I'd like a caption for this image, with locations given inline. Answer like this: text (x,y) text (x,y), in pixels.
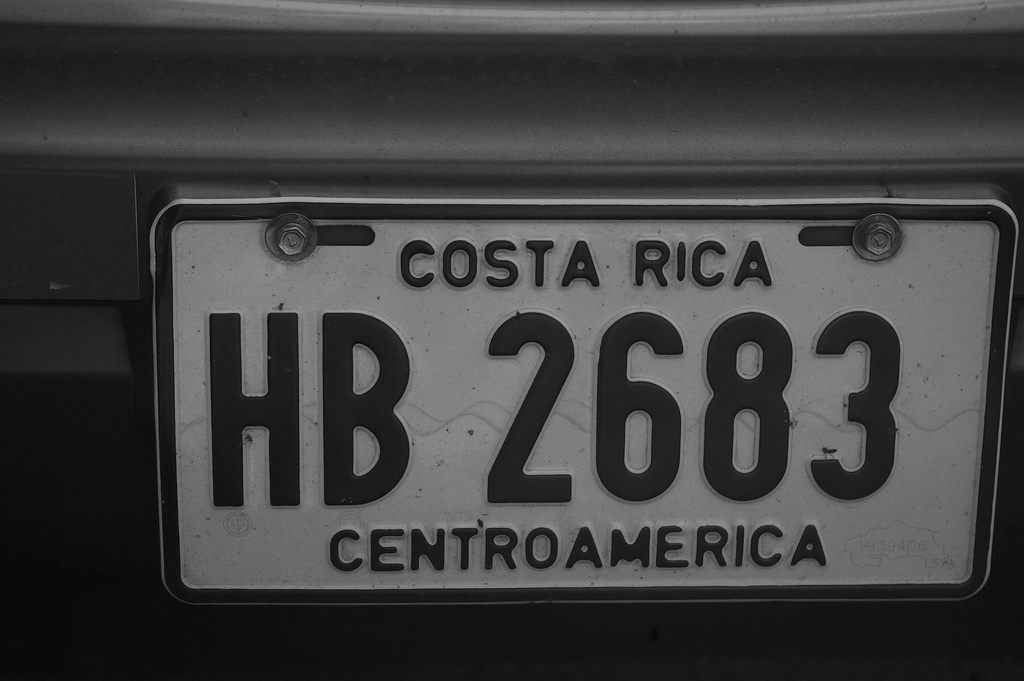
In the center of this picture (544,248) we can see an object (352,531) seems to be the number plate (934,293) of a vehicle (185,192) and we can see the text (337,363) and numbers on the number plate (594,341). In the background (420,74) there is an object (124,174) which seems to be the vehicle (380,62).
